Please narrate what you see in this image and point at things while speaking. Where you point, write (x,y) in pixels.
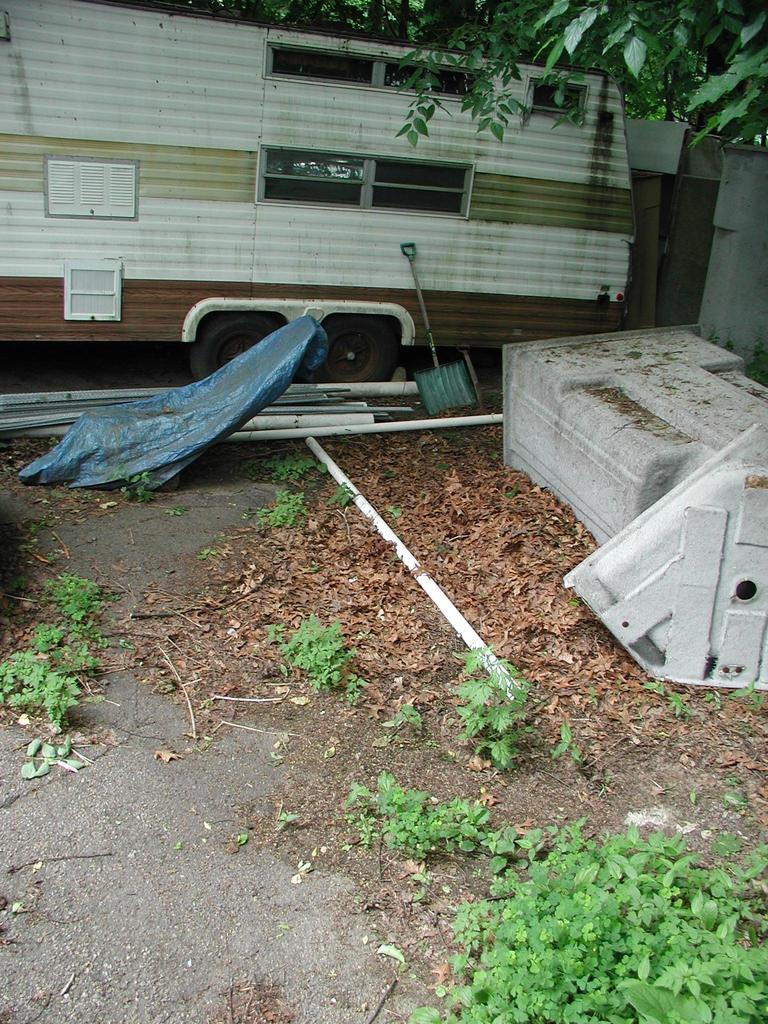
In this image there is a vehicle (391,275), there are trees (549,30) towards the top of the image (541,35), there is a shovel (450,367), there are pipes (340,431), there is an object (629,472) on the ground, there are dry leaves (393,555) on the ground (383,565), there are plants (523,954) towards the bottom of the image (538,921), there is a wall (729,284) towards the right of the image (721,217).
